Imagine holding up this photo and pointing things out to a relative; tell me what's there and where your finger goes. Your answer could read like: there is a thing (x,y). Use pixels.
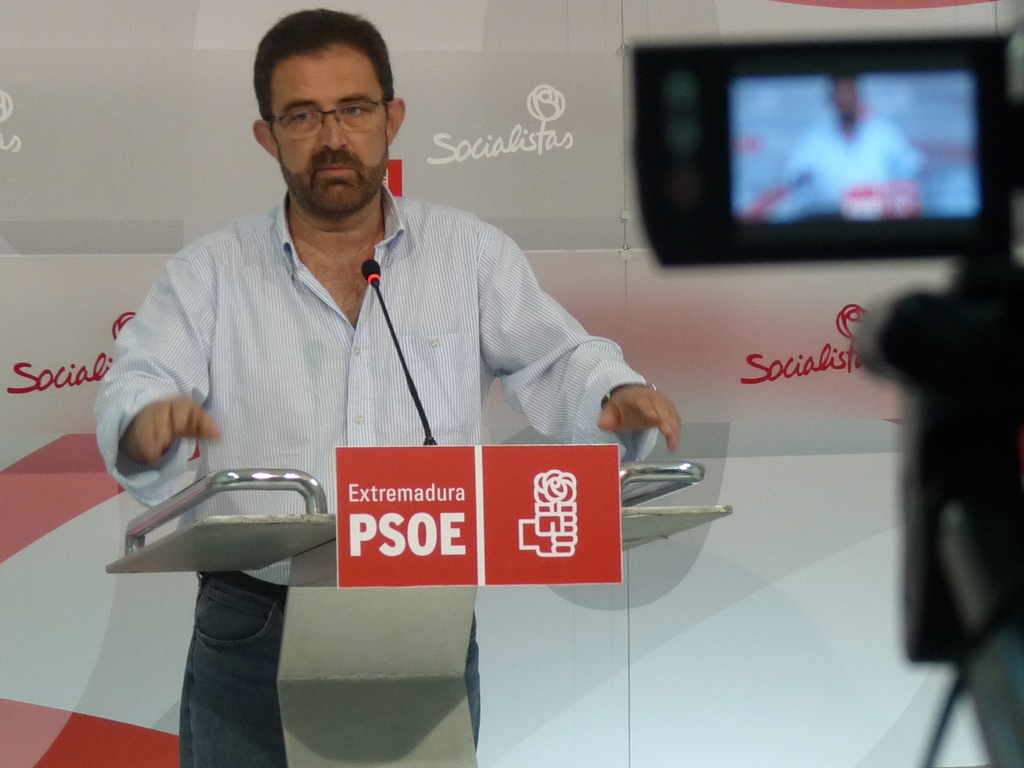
A man (275,712) is standing at the podium (330,612) and on it there is a microphone (403,358) and two small boards (504,574). In the background (520,618) there is a hoarding (507,722) and on the right (974,231) we can see a camera (940,455).
